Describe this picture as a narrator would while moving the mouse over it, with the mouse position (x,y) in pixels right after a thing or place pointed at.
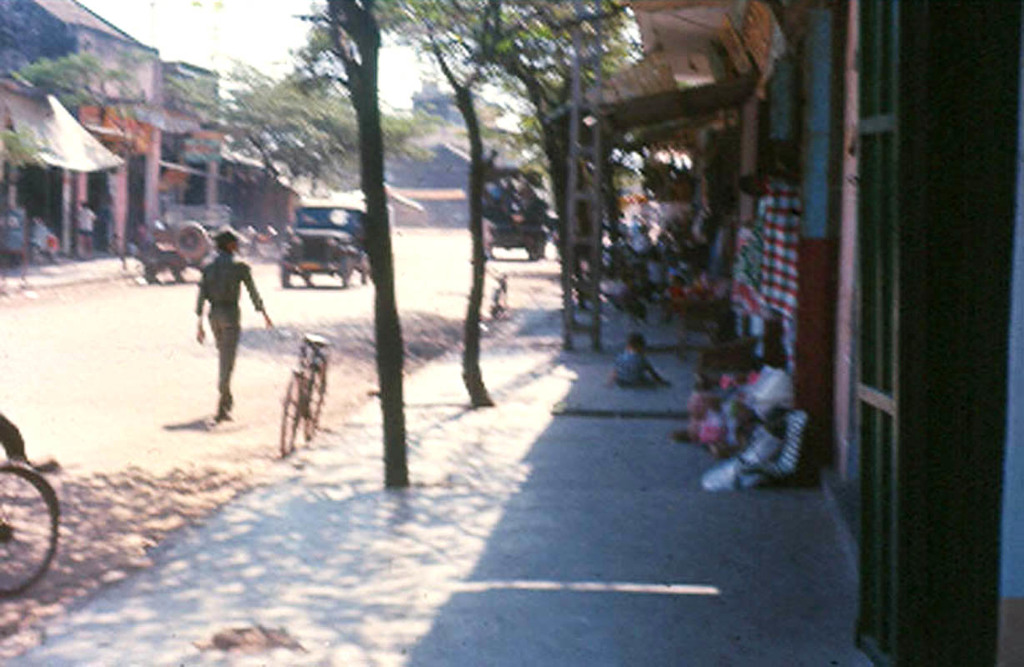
In this image there are a few people (708,439) and few vehicles (302,264) are moving on the road (243,314). On the left (291,205) and right side of the image (706,455) there are buildings (17,197), trees (378,143) and a few people (696,419) are sitting and standing on the pavement (598,475), there are few objects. In the background (400,71) there is the sky (124,10).
